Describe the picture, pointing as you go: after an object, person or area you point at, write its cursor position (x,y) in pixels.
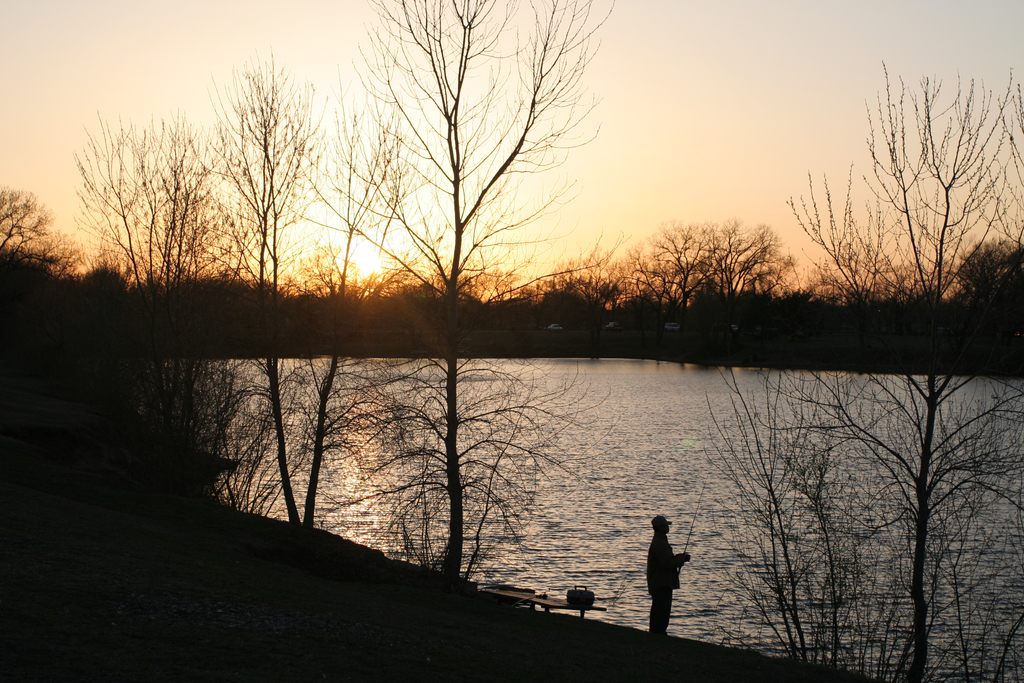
In this image, we can see a person (665,555) wearing cap (656,521) and holding a stick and there is a bag (569,598) on the bench (552,598). In the background (601,456), there are trees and there is water (642,448). At the top (639,102), there is sky (471,104).
